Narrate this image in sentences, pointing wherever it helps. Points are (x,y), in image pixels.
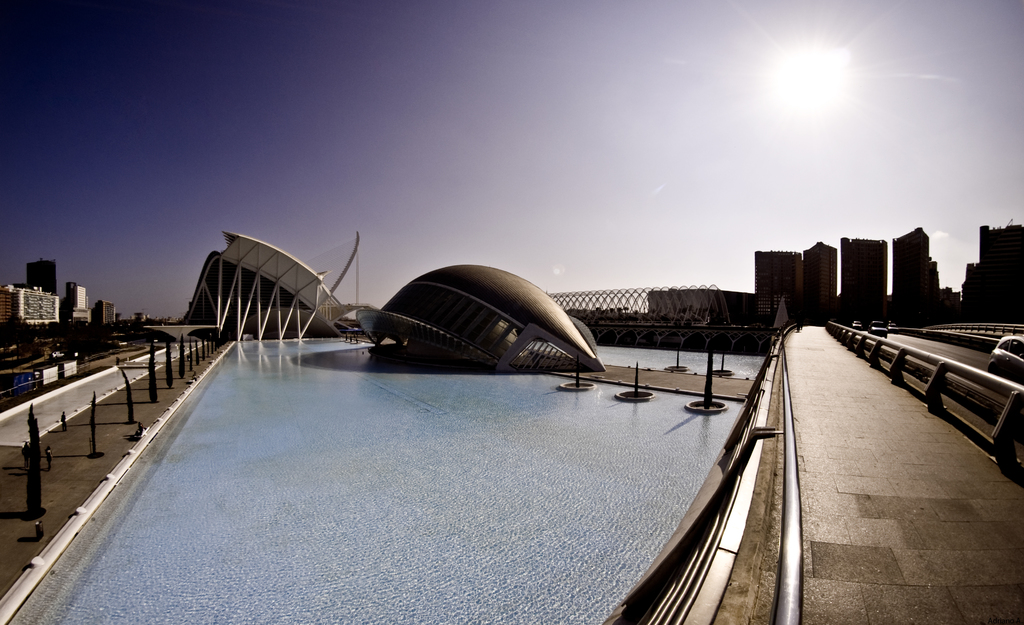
In this picture there is water (322,536) and there are few buildings (309,319) in the background (228,304) and there are few vehicles (999,356) on the road (945,344) in the right corner (880,325).
